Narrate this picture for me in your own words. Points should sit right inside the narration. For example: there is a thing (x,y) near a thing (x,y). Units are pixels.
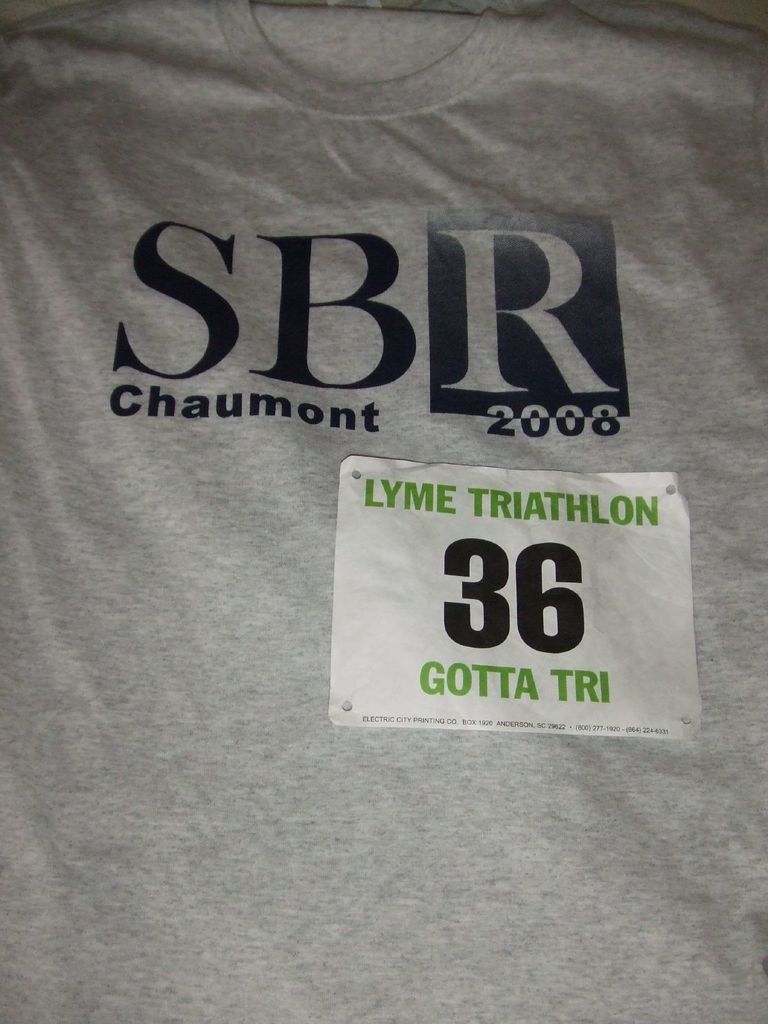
In this image there are numbers (526,420), alphabets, and words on the grey color shirt (324,201).
